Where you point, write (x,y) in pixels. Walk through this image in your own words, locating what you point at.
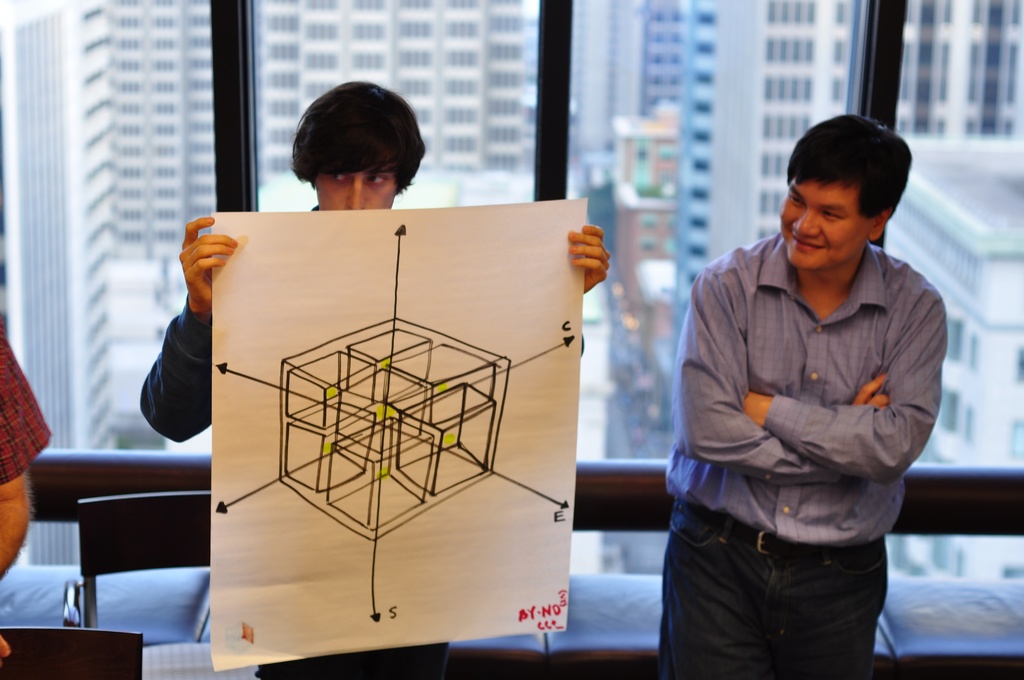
In this image I see 3 persons (885,488), in which one of them is smiling and another one is holding the paper (231,632). In the background (51,259) I see lot of buildings (989,156) and the window (68,265).
